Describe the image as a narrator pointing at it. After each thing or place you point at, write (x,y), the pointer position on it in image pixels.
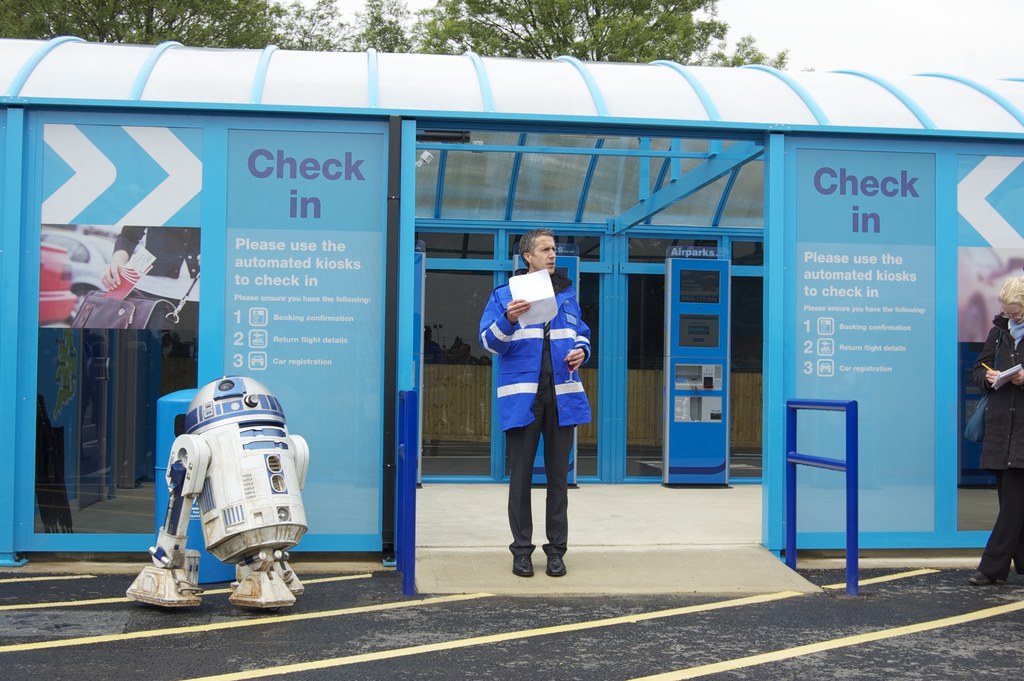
In the foreground of the picture (403,246) we can see robot (246,472), hand railing (410,488), woman (976,376), man (543,324), a building (436,239), posters (918,342) and other objects (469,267). In the background (366,32) there are trees (544,26) and sky (846,49).
